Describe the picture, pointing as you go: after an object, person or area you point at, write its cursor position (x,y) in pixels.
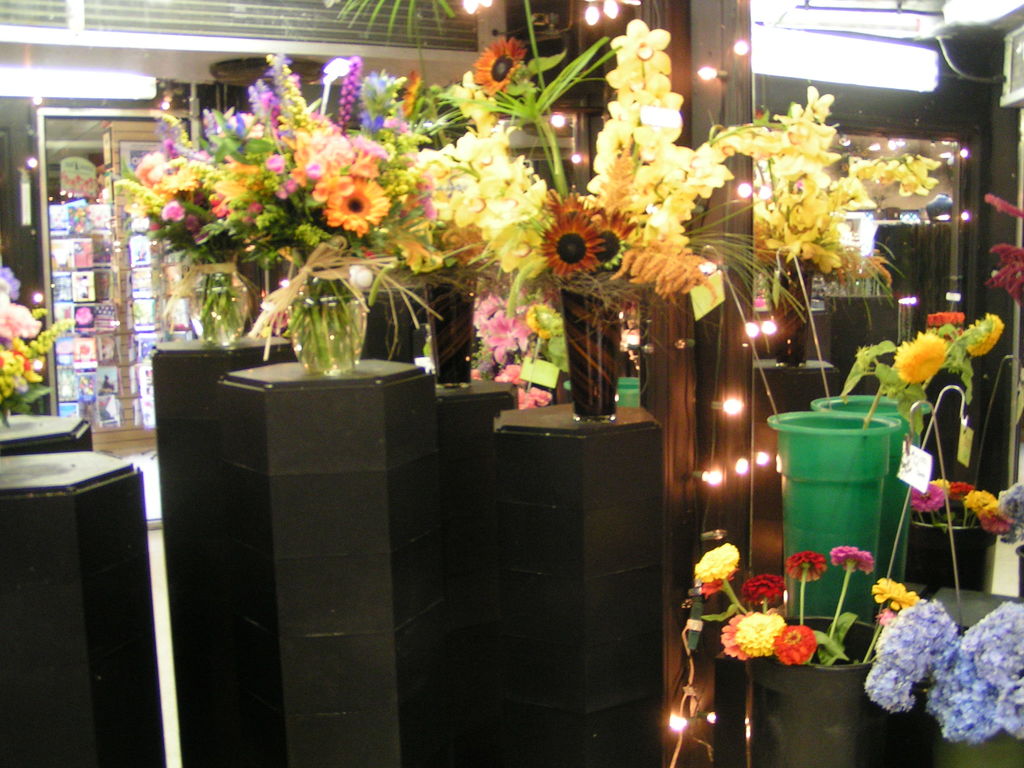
In this image we can see some flowers (312,169) in the flower pots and we can also see lights (787,57), walls (715,364) and glass door fridge (131,277).
